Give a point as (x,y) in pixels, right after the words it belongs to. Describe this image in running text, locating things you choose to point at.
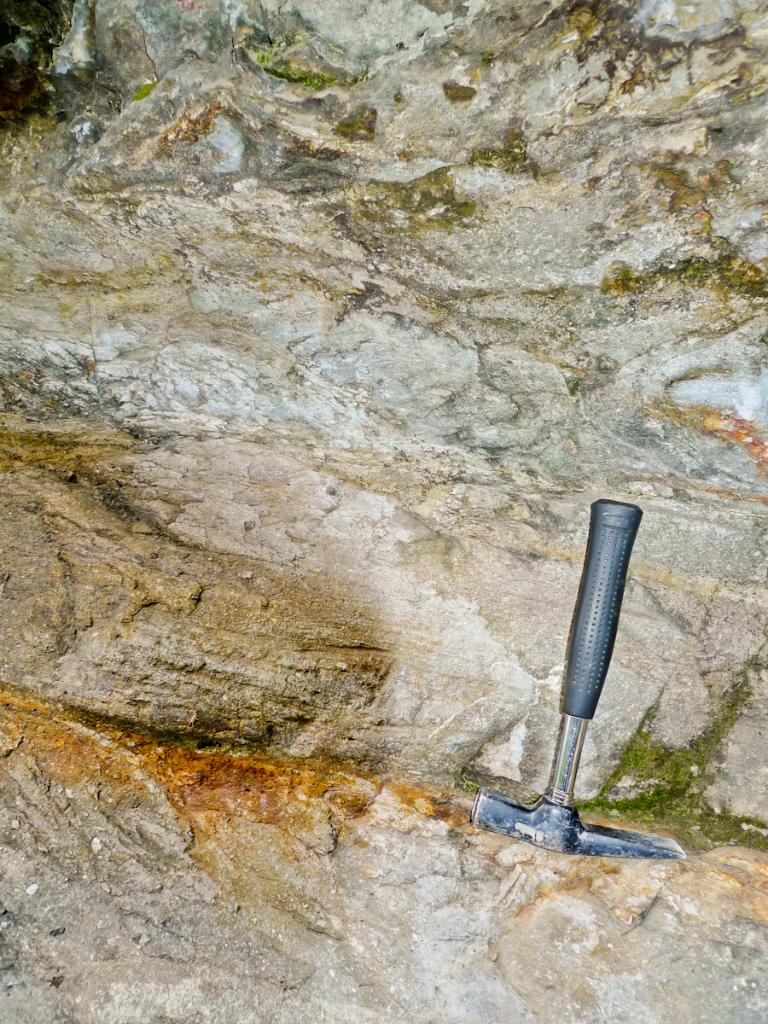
In the image we can see the hammer (598,634) and the rock (415,603) and on the rock (252,643) we can see the algae (643,736).
